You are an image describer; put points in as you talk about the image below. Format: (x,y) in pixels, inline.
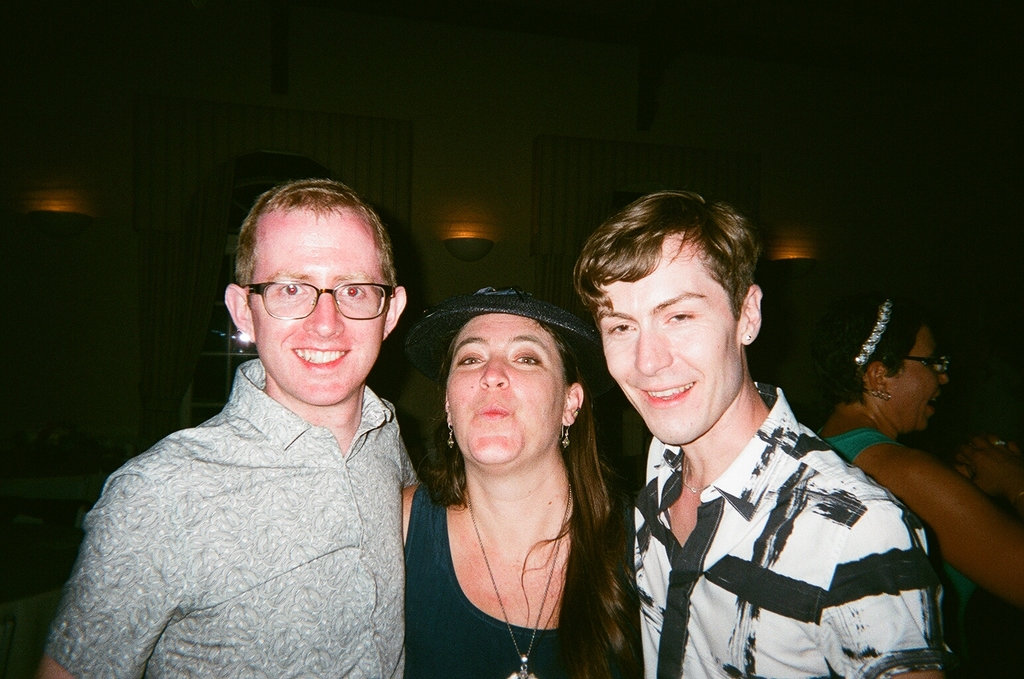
In the image we can see there are people (889,513) wearing clothes (907,547) and these people (670,377) are smiling, this is a neck chain (508,626), earring (561,442), hat (551,313), spectacles (305,295), hair belt (885,323) and these are the lights (475,240), these are the windows (224,329) and curtains (196,209).
